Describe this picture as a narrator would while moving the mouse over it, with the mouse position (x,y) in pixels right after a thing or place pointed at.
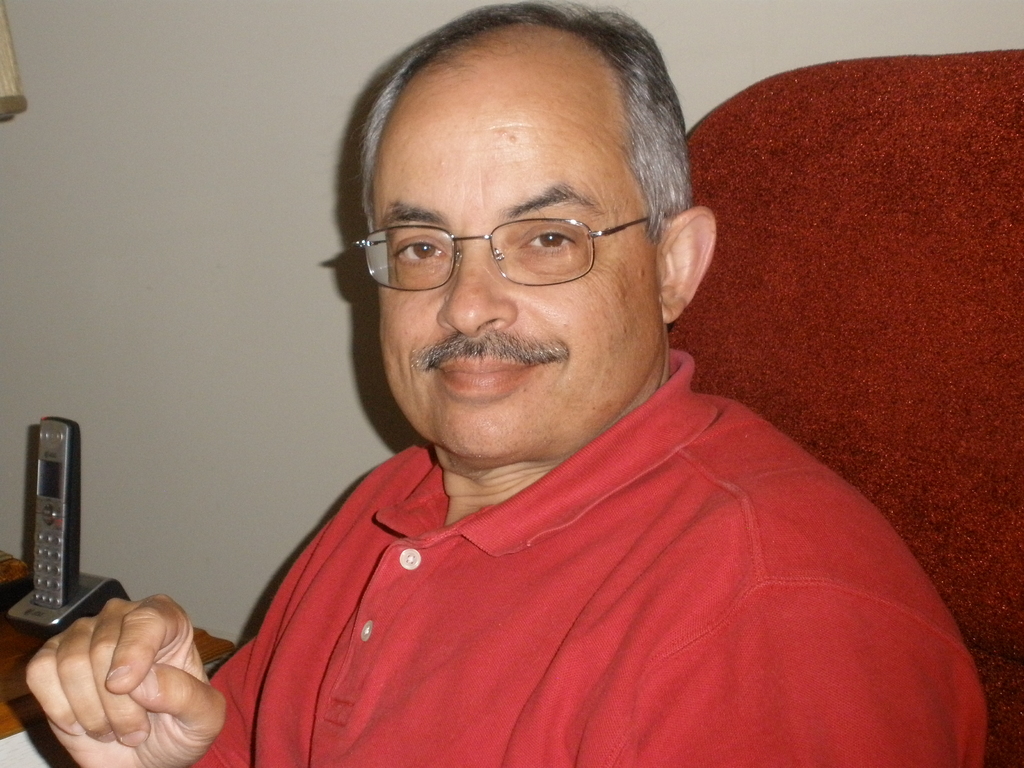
In this image we can see a person (511,596) sitting on the chair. There is a wall (284,313) in the image. There is a phone (71,597) on the table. There is an object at the left side of the image (19,576).
